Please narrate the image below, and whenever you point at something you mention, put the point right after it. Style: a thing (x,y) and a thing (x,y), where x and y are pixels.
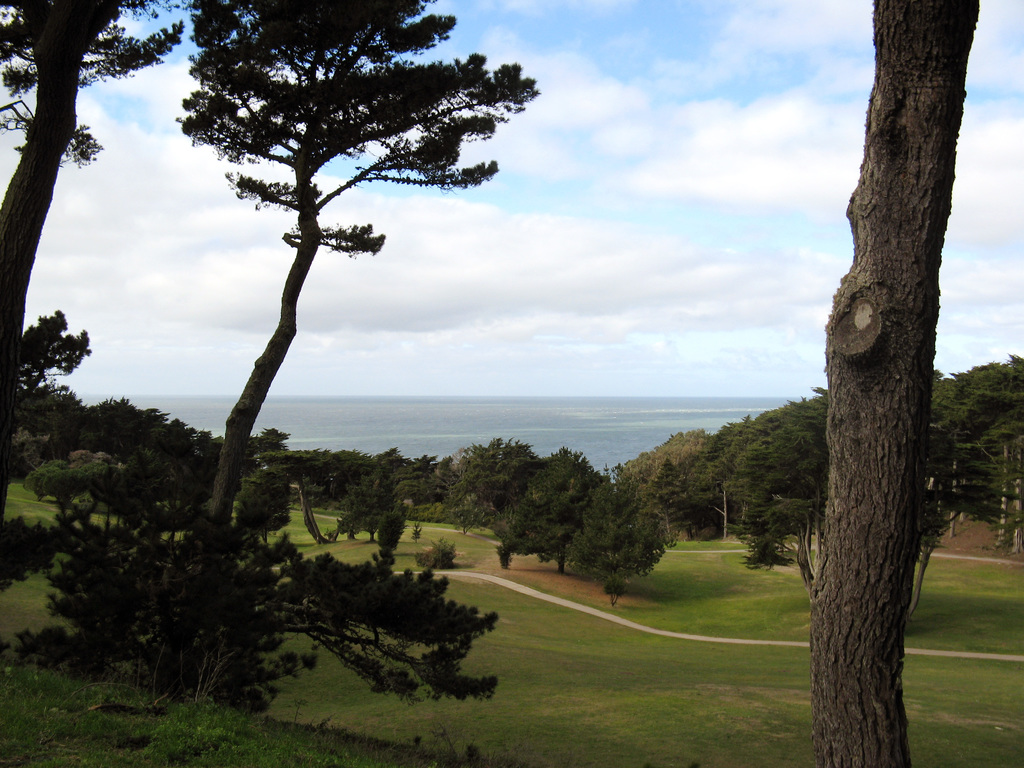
This picture is clicked outside. In the foreground (561,712) we can see the green grass (682,713), plants (238,677), trees (814,603). In the center (665,508) we can see the trees (150,445) and some other items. In the background (554,251) we can see the sky (663,146) with the clouds (581,286) and some other objects (417,420).
